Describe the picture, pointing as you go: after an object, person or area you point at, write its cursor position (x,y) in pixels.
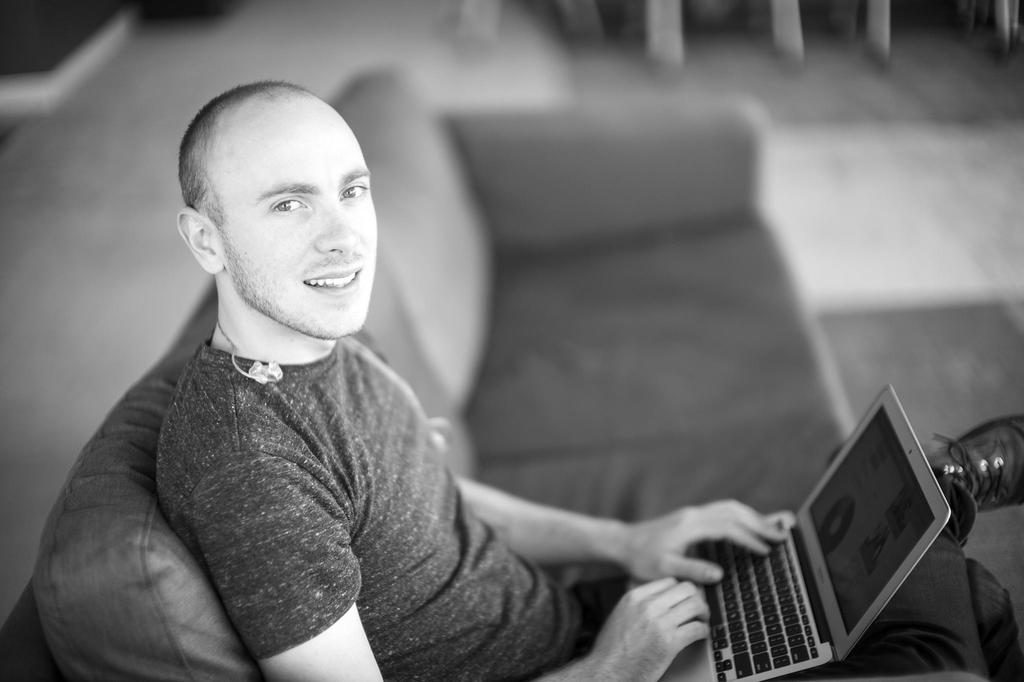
This is a black and white picture. In this picture we can see a person (354,384) sitting on a sofa (542,366) and is having a laptop (782,626) on the lap (850,654). In the background (742,75) it is blurred.
